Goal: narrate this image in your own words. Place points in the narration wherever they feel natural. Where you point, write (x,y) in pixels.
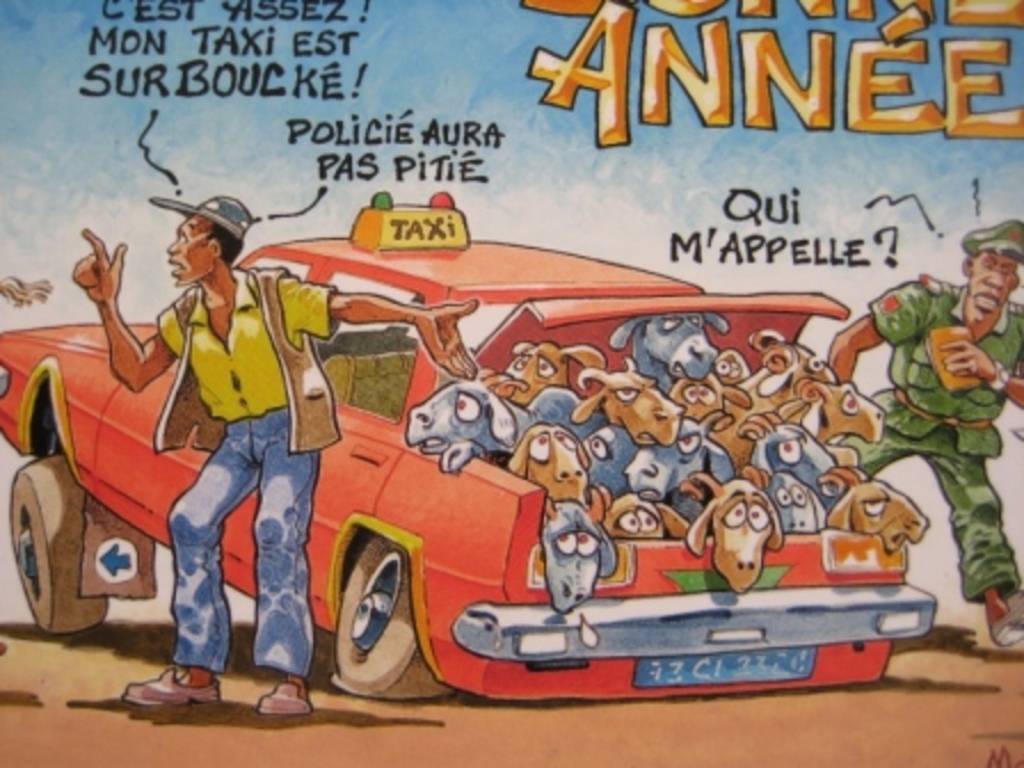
This is an animated image. There are animals (544,430) in a red car (354,536). People (301,517) are standing.
